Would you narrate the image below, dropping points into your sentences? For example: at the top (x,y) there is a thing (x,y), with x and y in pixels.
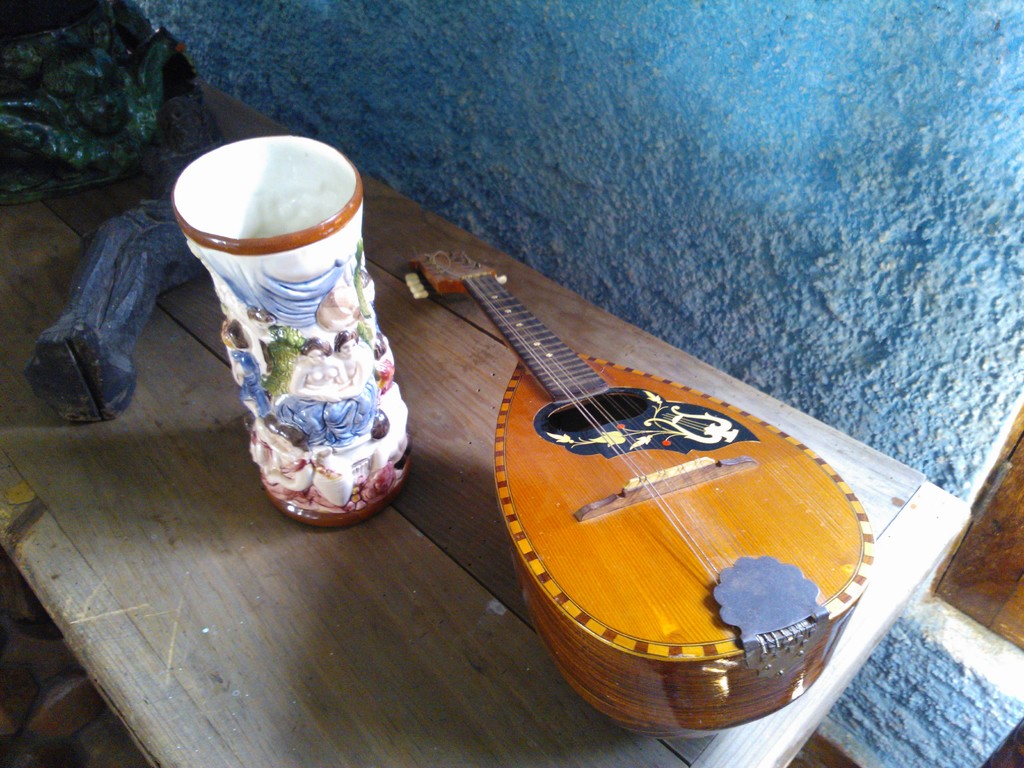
on the table (273,629) there is a flower vase (318,391), a mandolin (568,442). behind that there is a blue color wall (694,137).
